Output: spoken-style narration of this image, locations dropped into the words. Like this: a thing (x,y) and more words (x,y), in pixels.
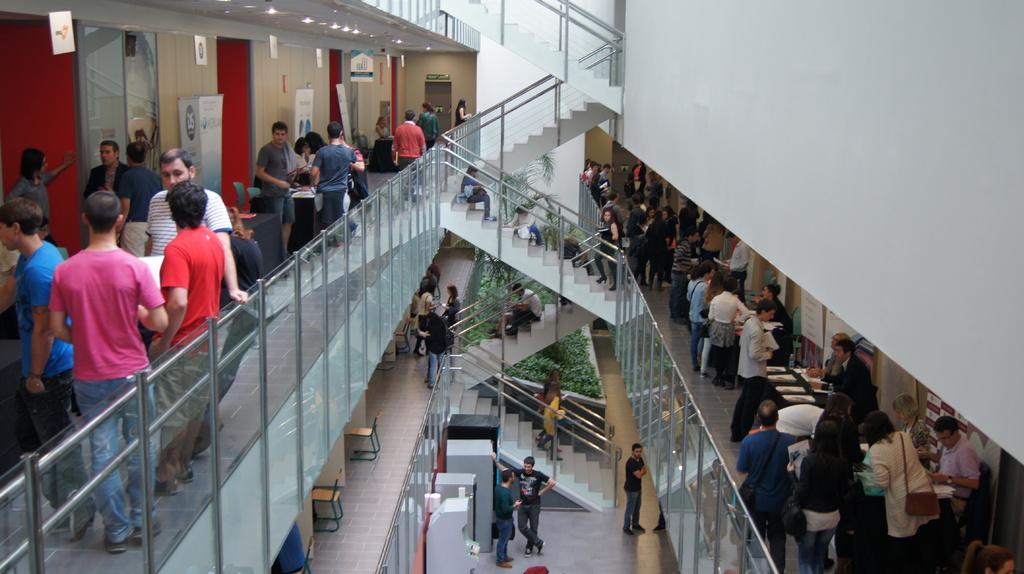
This is the inside view of the building (663,559). In this image we can see some persons (437,348), railing (376,228), glass objects (379,250), boards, chairs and other objects (544,320). At the bottom of the image (447,515) there are boxes (442,541), persons (499,498) and other objects (419,553). In the background of the image (547,171) there is the tree (547,171) and a wall (554,191). At the top of the image (570,22) there is the ceiling (343,32) with lights (310,21), railing (585,29) and a wall (779,80).
